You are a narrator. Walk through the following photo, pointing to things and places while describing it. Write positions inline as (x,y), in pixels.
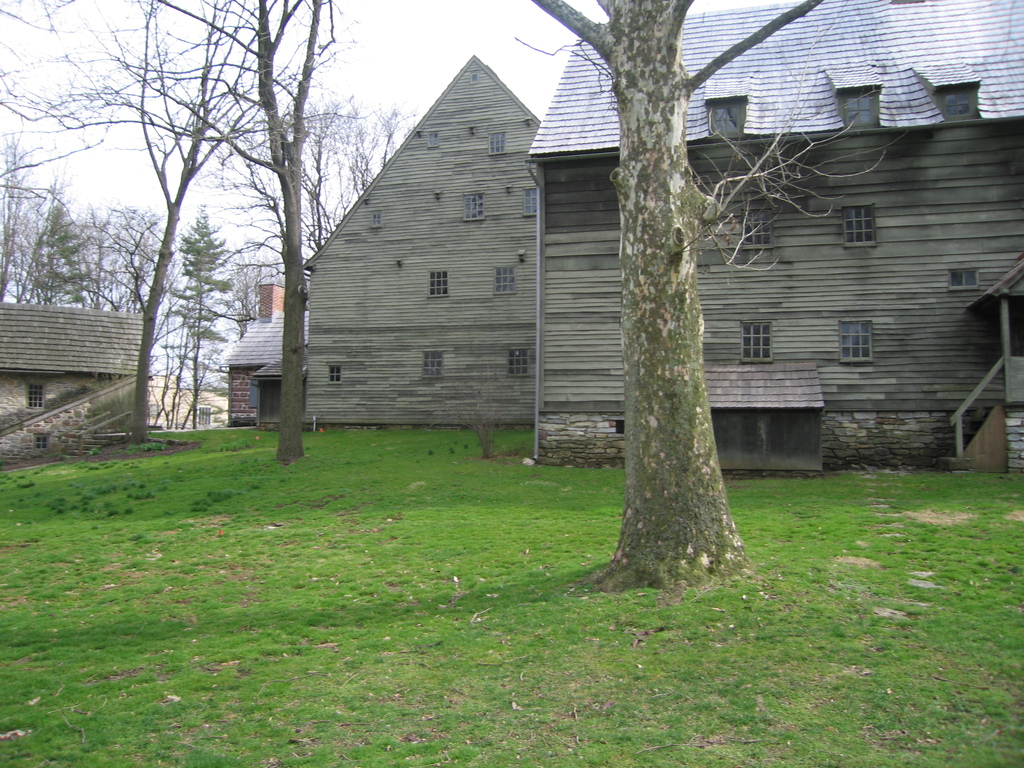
In this image we can see some houses (118,360), one staircase (71,428), some trees (161,286), some dried trees (676,403), few objects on the ground (426,519), some grass (470,438) on the ground (841,561) and at the top (389,28) there is the sky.
